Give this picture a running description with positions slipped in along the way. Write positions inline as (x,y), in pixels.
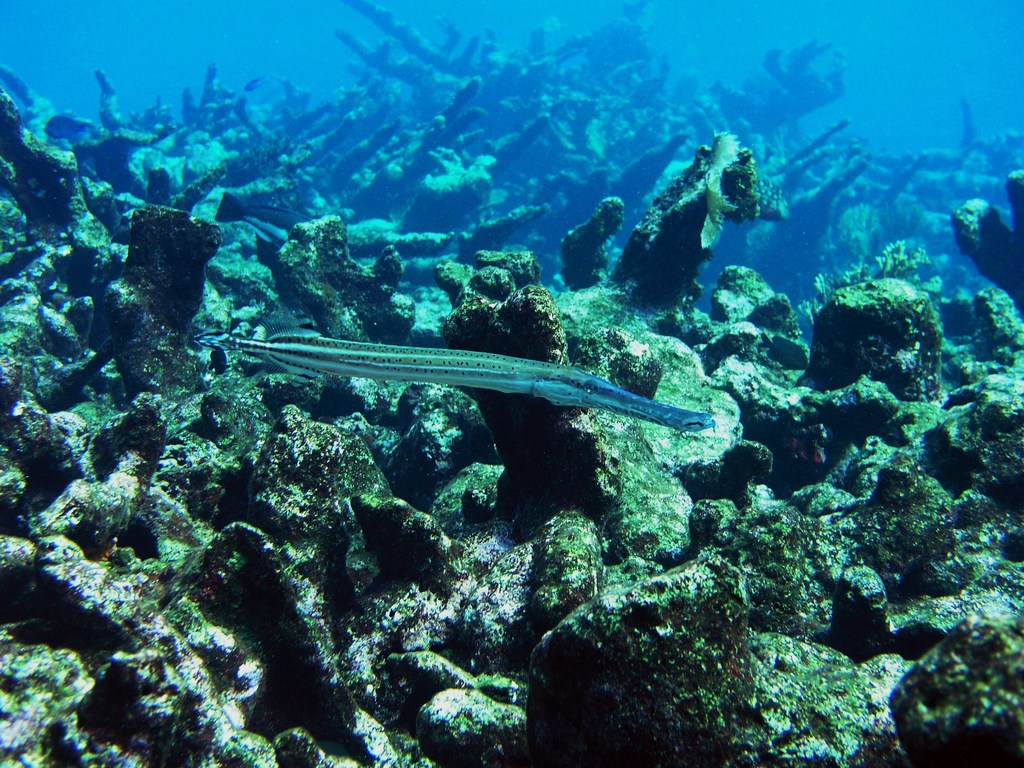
In this image we can see a fish (638,418), stones (510,483) and some plants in the water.
